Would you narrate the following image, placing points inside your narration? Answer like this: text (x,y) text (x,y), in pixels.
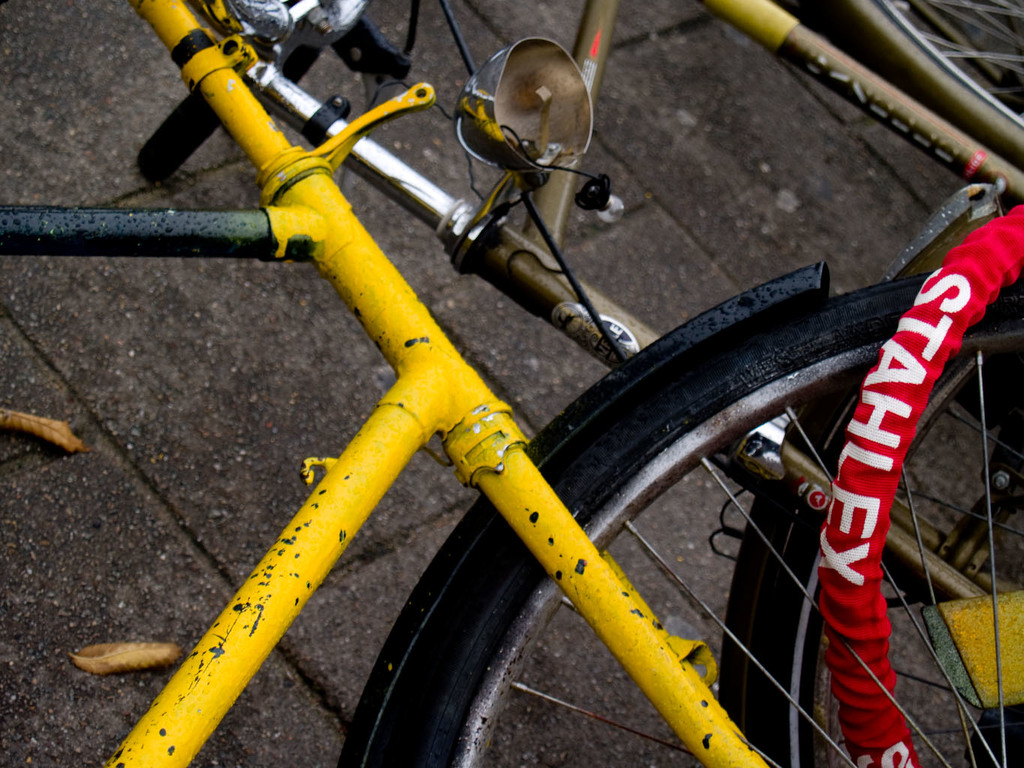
There are bicycles (885,315) and there are dry leaves (38,427) on the floor (93,459).
